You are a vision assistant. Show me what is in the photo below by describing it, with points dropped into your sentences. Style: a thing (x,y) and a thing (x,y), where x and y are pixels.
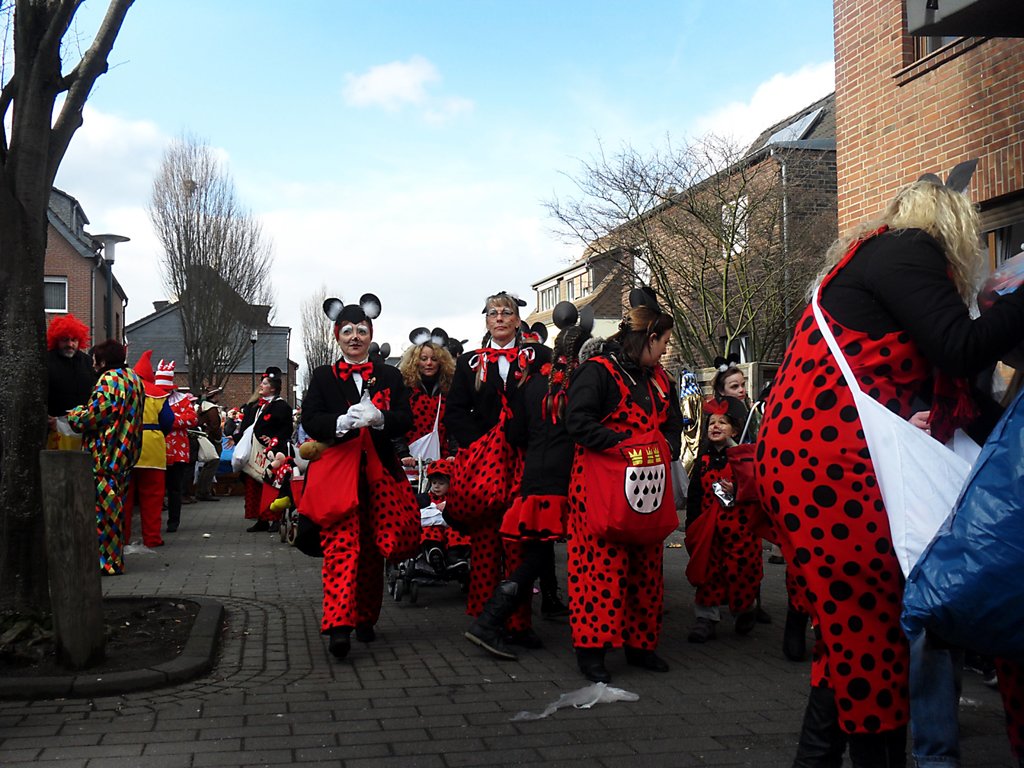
In the center of the image (389,479) there are people (481,533) wearing costumes (836,552). In the background (242,268) there are trees (221,257), buildings (54,255) and sky (367,97).
